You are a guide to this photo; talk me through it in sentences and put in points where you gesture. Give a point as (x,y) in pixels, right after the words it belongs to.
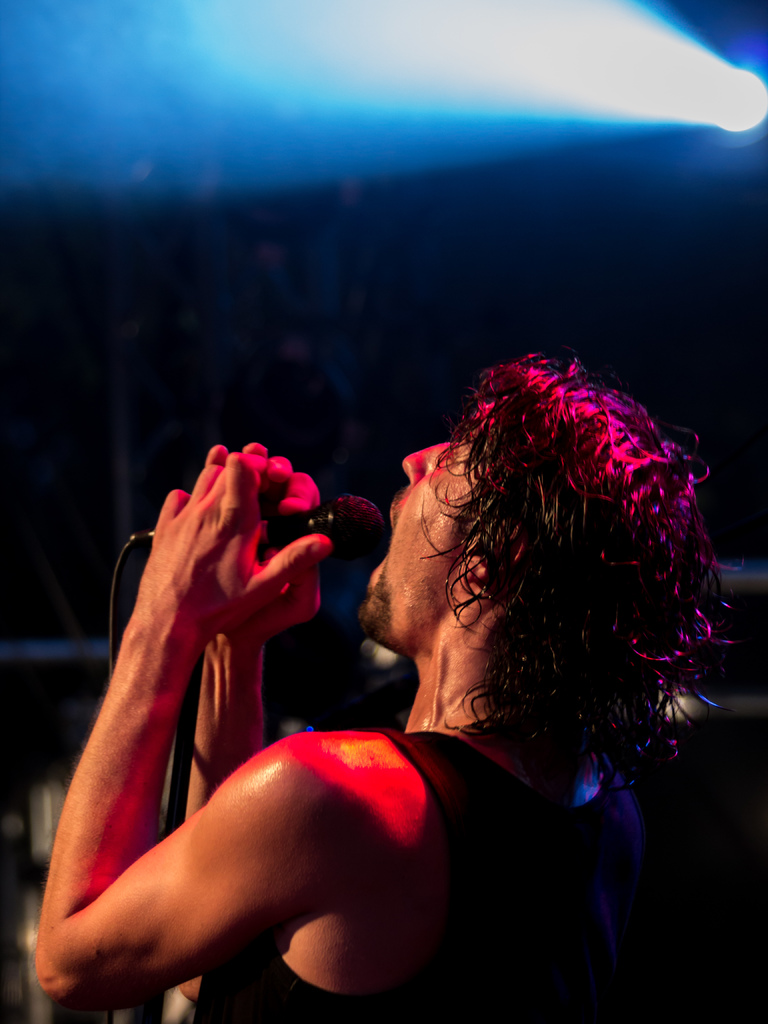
In the image a man (138,973) is standing and holding a microphone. At the top of the image (711,98) there is a light (576,20).
